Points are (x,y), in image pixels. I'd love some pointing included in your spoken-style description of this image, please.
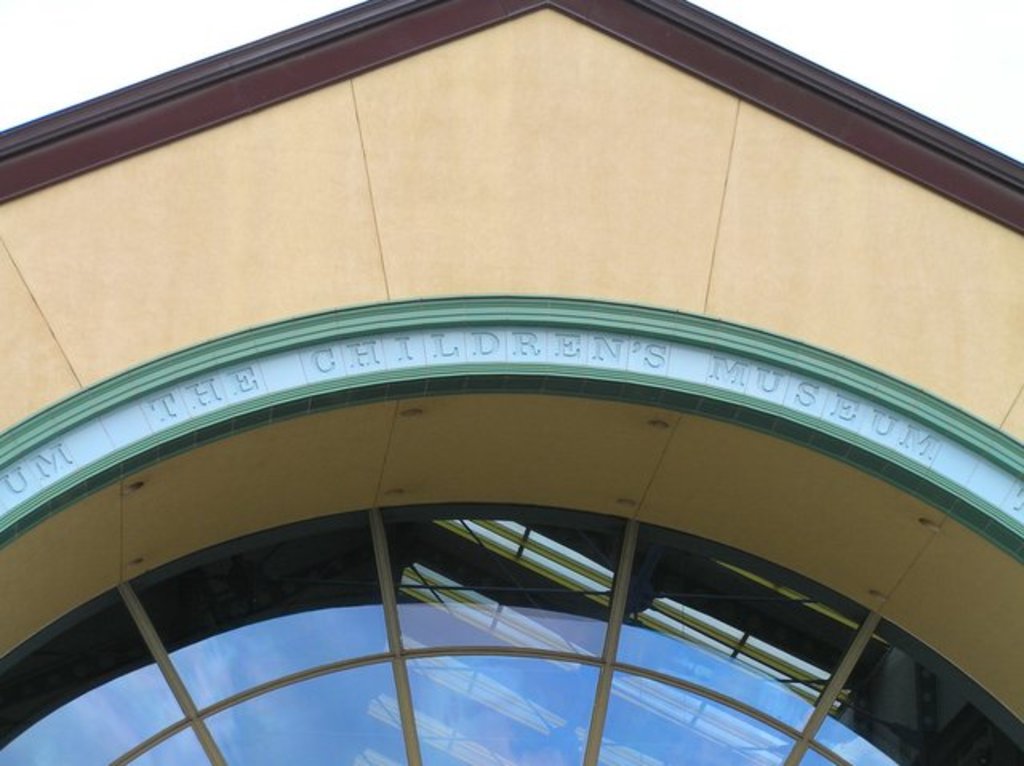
In the image there is a building (273,297) in the front (759,209) with a window (649,599) in the middle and above its sky (910,29).
